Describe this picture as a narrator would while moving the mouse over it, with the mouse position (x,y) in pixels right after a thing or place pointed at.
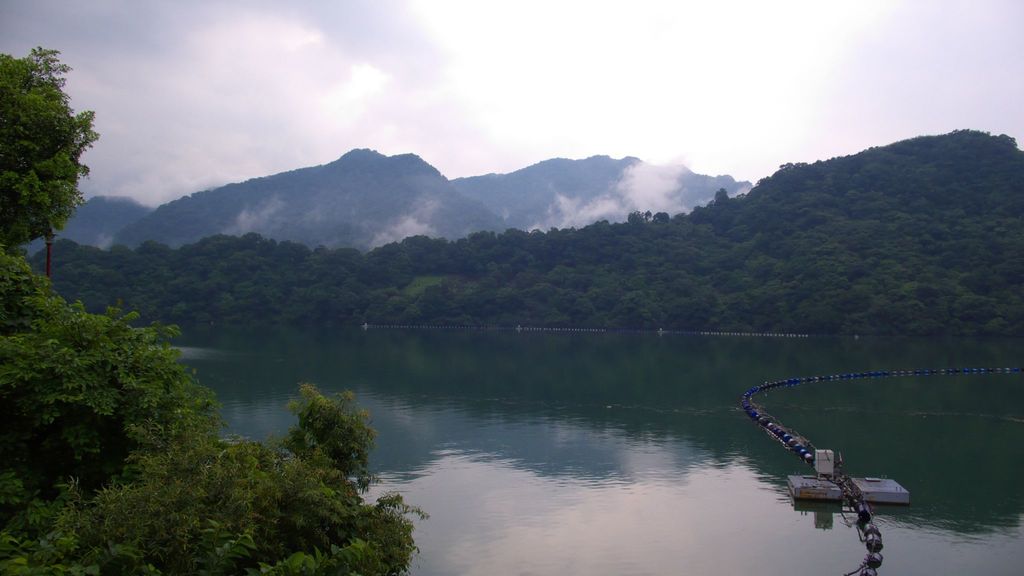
In the picture I can see some objects (789,485) are floating in the water (768,411), here I can see trees (602,248), mountains (158,226), fog (606,211) and the cloudy sky (395,146) in the background (758,169).
